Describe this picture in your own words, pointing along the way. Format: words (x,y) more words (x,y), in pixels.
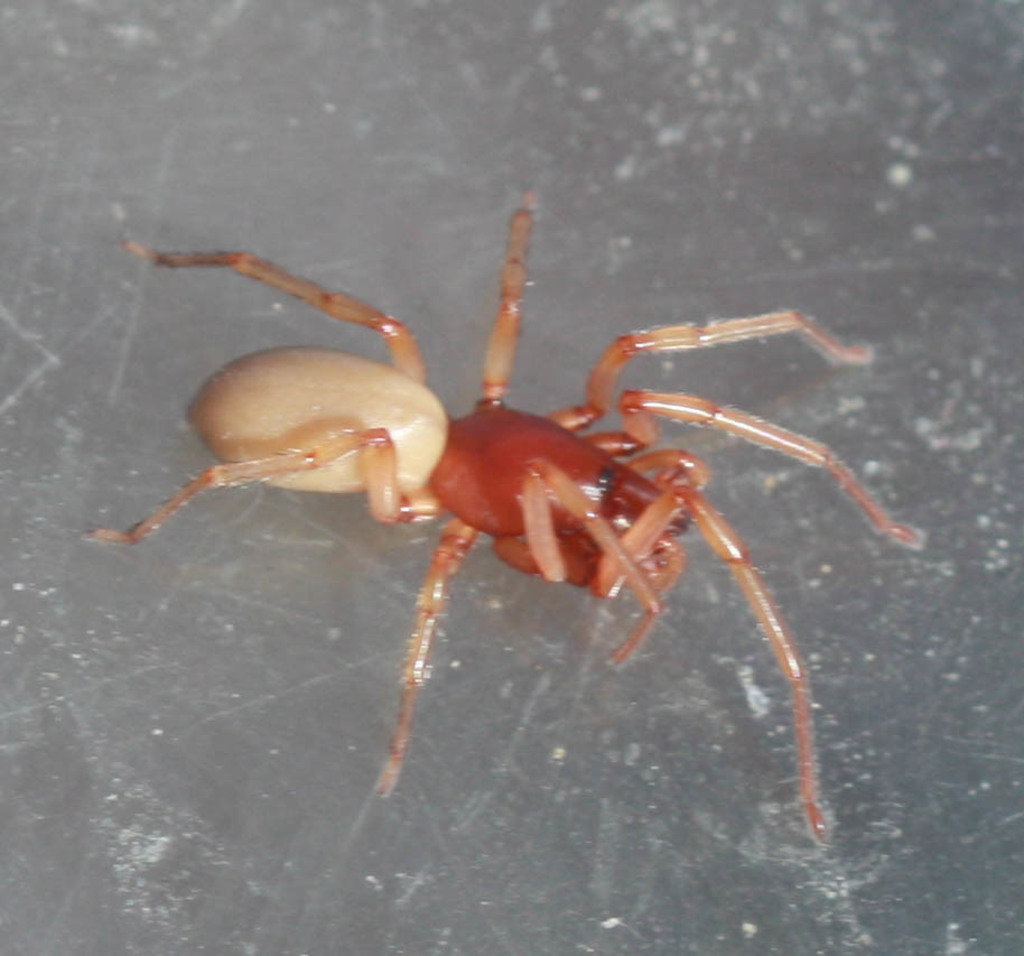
In this picture we can see a spider (807,746).
